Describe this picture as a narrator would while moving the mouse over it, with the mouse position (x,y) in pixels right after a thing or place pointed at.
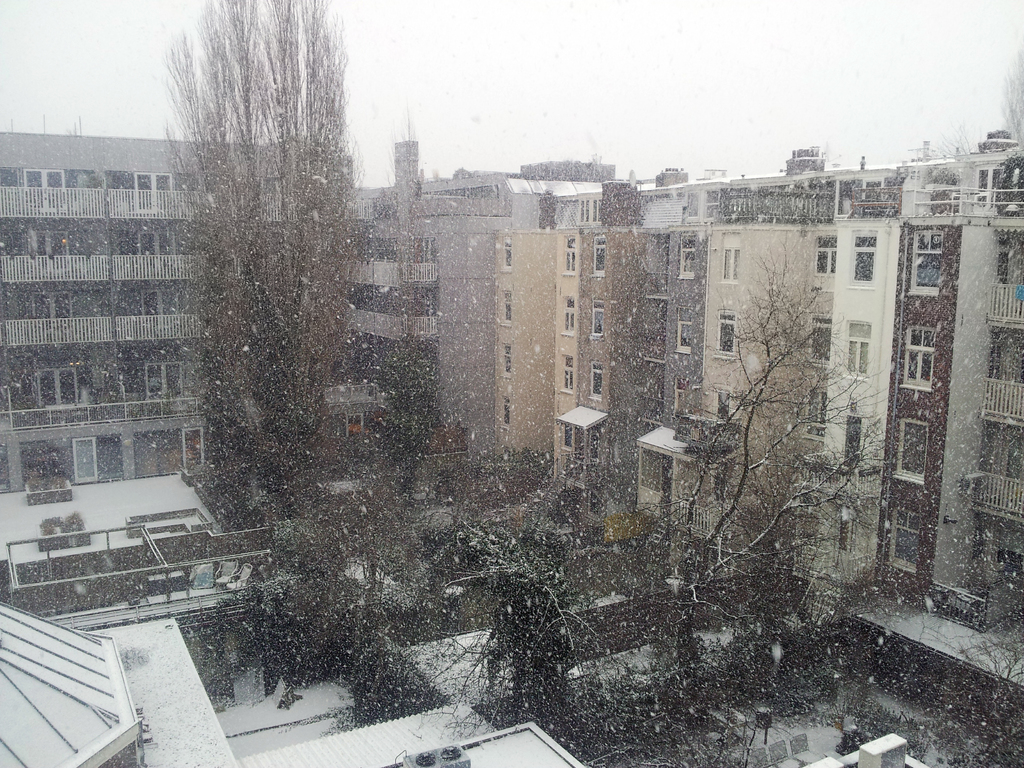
Here in this picture we can see number of buildings (529,361) and houses (533,399) present on the ground (797,727) over there and we can also see plants (701,706) and trees (658,670) present over there and we can see the whole place (261,318) is covered with snow (162,488), as we can see snow (505,217) falling over there.
